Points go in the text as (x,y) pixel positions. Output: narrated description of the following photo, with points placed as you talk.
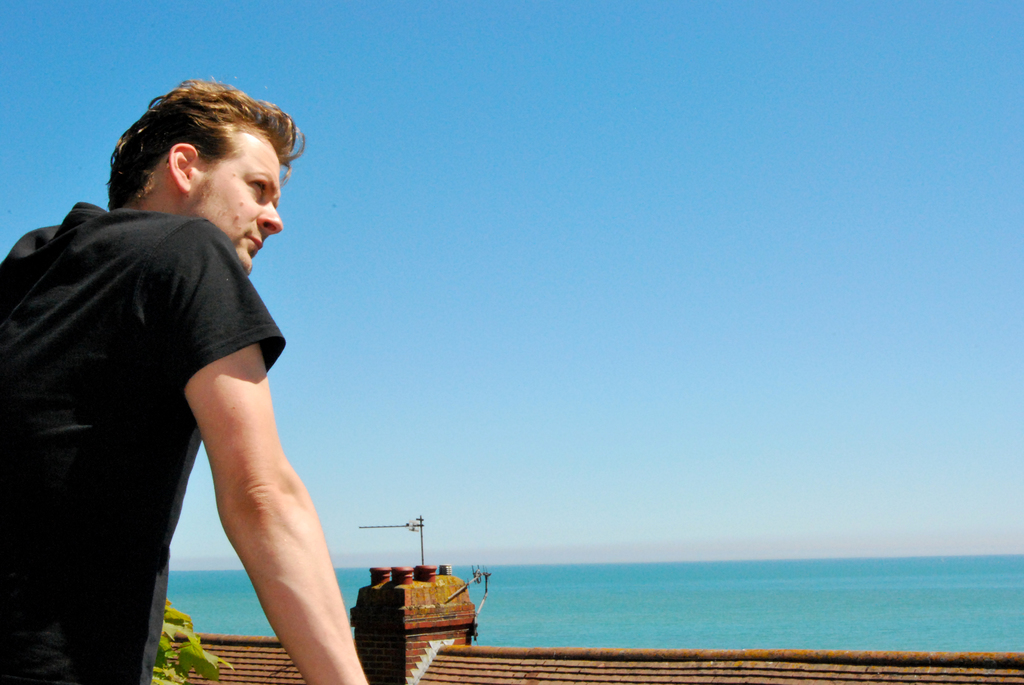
In this image there is a man (125,409) standing wearing black T-shirt (120,454), in the background (459,661) there is a roof (723,672), the sea (719,622) and the sky (505,345).
